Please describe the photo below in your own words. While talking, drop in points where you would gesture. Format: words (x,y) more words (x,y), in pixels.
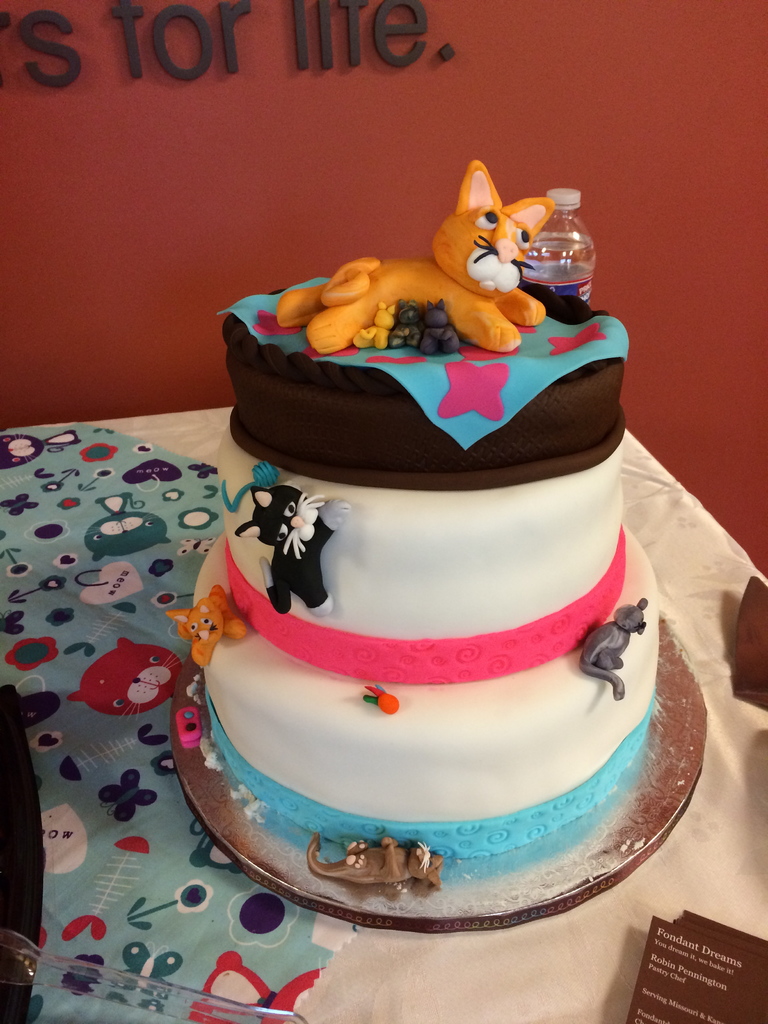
A cake (343,638) with three layer (408,643) with a stand (510,885) is kept on the table (456,964). On the table (404,986) there is a table sheet (147,479), bottle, and some papers (696,933). On the cake (399,520) some decorations (433,405) are there. In the background (392,126) there is a red wall (367,44) with something written over there.
